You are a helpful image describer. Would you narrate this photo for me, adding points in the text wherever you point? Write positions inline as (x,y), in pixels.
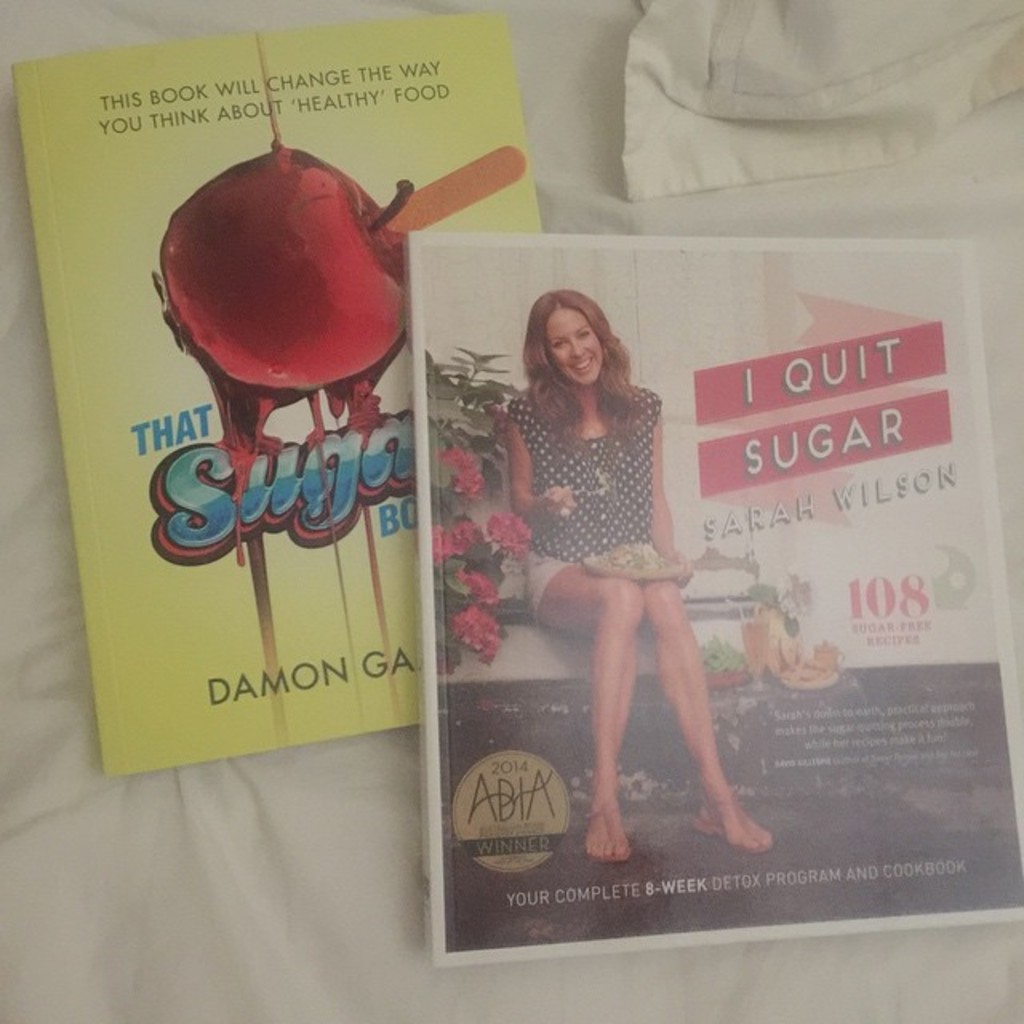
In this image I can see a white colored cloth (512,971) and on the cloth (648,112) I can see two books (381,451).
